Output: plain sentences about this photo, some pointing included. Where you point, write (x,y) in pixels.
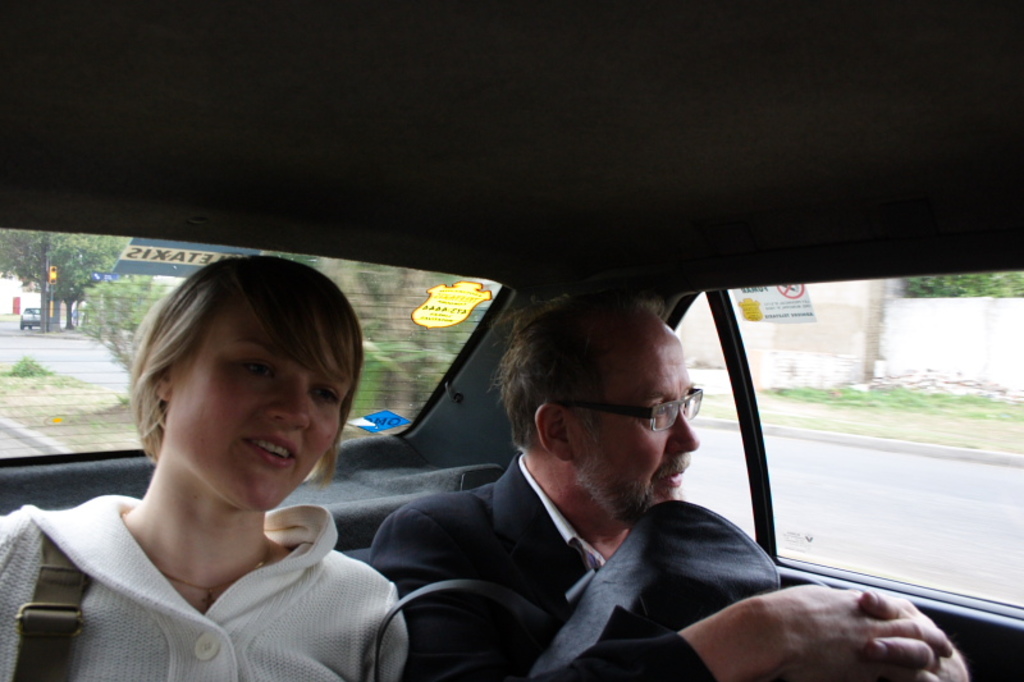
In the middle of the image (541,384) two persons (670,427) sitting on a vehicle (674,312). Behind them there is a glass window (111,315). Through the glass window (133,287) we can see some trees (87,247) and bushes (18,365). Right side of the image (1004,315) there is a wall (786,354).
